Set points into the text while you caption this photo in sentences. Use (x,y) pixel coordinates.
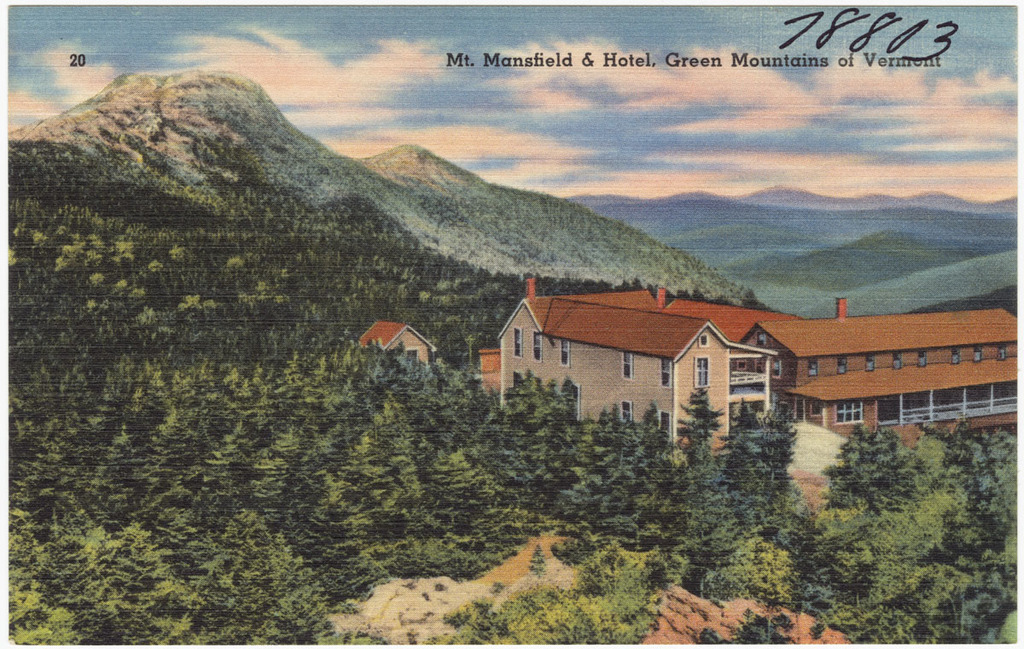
In this picture we can see buildings (828,382) with windows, trees (236,530), mountains (857,216) and in the background (711,40) we can see the sky (660,40) with clouds (773,131).
